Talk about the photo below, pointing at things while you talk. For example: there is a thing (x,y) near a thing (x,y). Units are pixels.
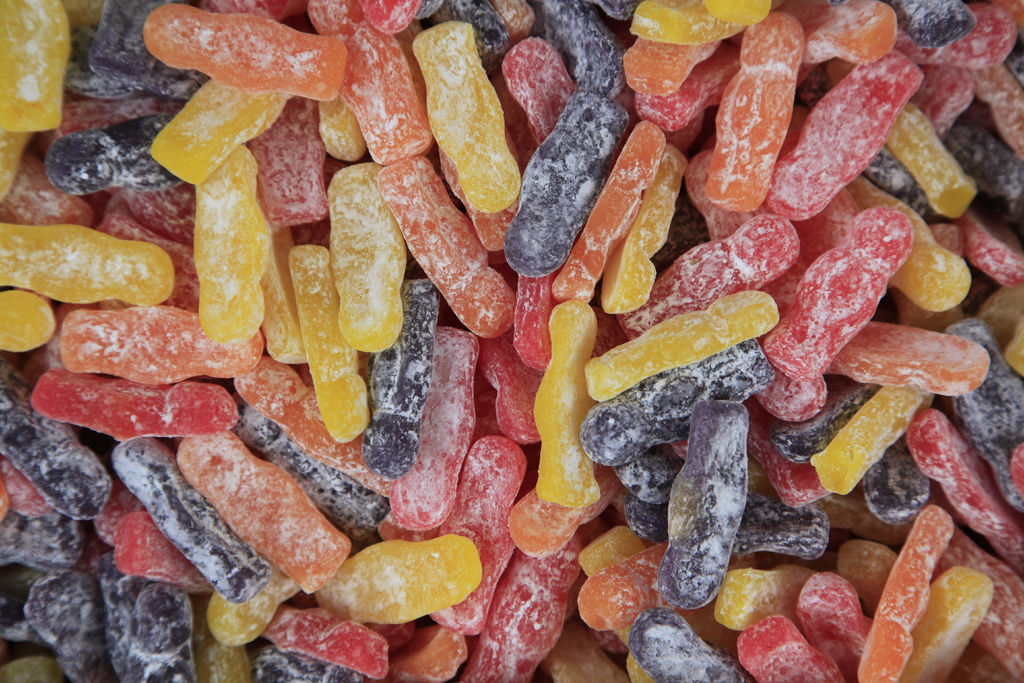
In this image we can see a group of gummy candies (392,270).
